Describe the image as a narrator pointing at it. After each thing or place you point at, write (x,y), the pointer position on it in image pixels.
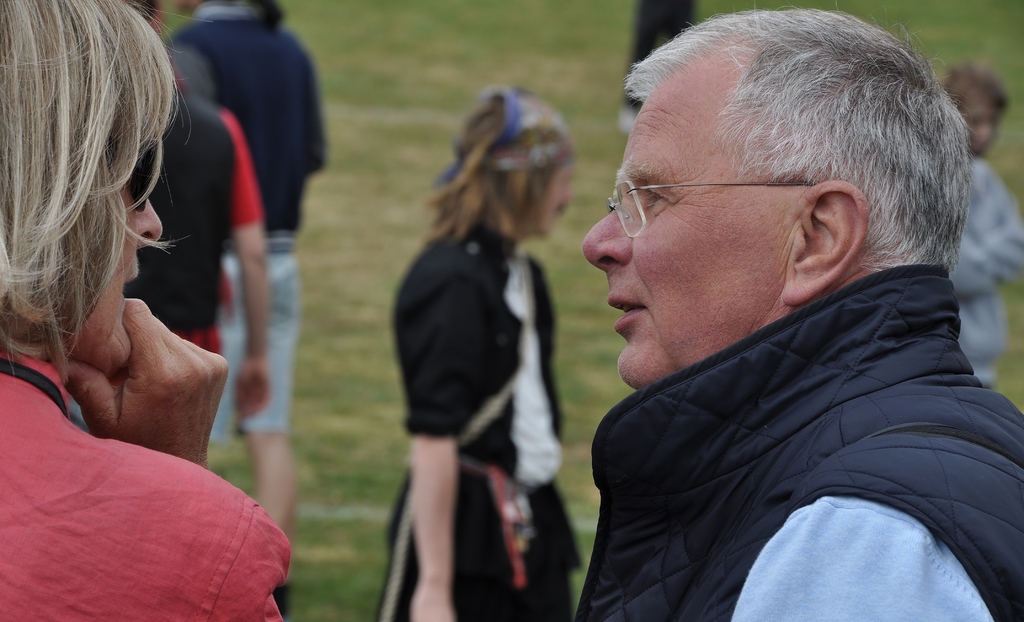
Here we can see few persons (660,327) on the ground (579,423) and this is grass (547,62).
